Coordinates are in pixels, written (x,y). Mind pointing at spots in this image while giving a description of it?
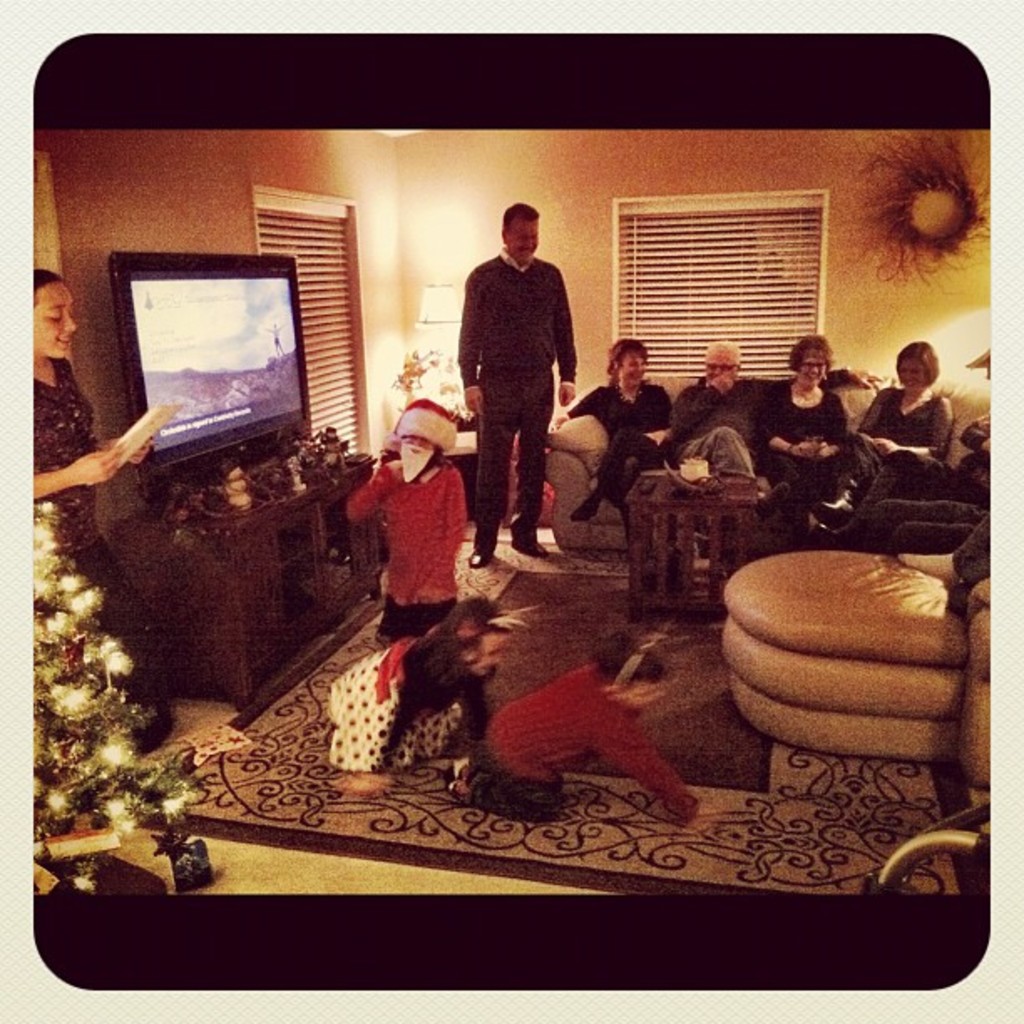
In this picture I can see few people (823,412) are sitting on the sofa (868,401) and I can see a television (235,373) displaying and blinds (342,317) to the window (701,259) and I can see a man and a woman (98,473) standing and woman (133,460) holding a paper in her hand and I can see a tree (87,874) with lights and kids (535,733) playing on the carpet (739,866) and a light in the back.
